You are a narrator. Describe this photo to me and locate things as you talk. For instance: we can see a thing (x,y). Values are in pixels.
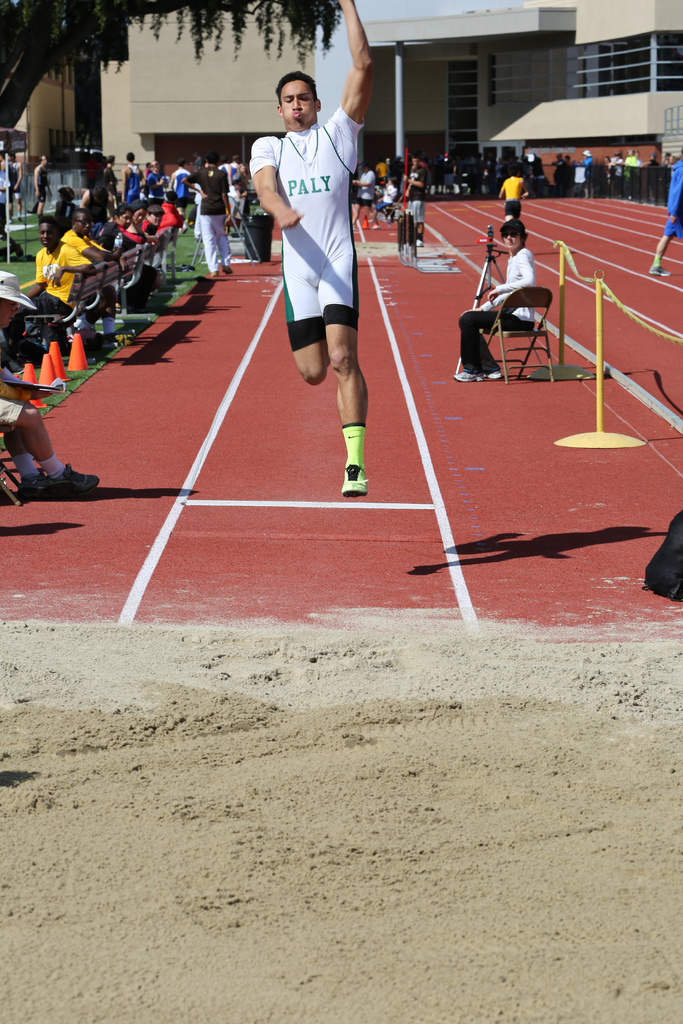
In this image we can see this person (343,240) wearing white dress (330,247), socks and shoes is jumping in the air. Here we can see the sand (349,822), this person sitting on the chair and these people (43,300) are sitting on the wooden benches (74,295). In the background (640,168), we can see a few more people (20,173) trees (89,3) and a building (400,40).
